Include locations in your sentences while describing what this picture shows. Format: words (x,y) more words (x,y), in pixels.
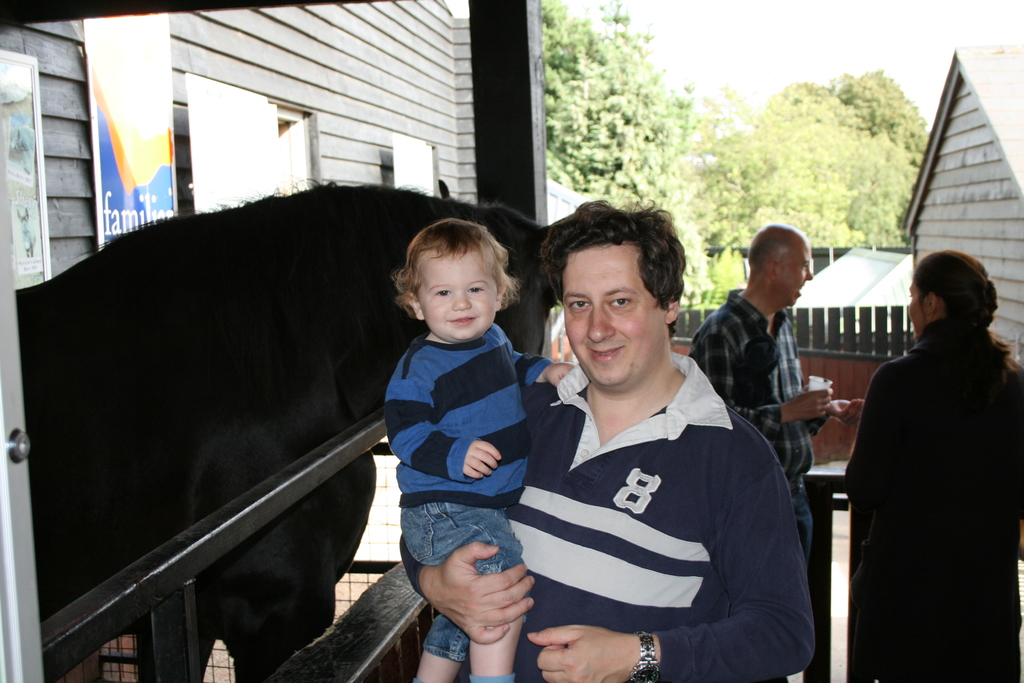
In this image I can see few people (614,532) are standing and in the front (510,454) I can see one man (584,520) is holding a boy (417,244). On the both side of this image I can see few buildings (942,200) and in the background (719,133) I can see few trees (686,225). On the left side (23,271) this image I can see few boards (220,114) and on it I can see something is written.
